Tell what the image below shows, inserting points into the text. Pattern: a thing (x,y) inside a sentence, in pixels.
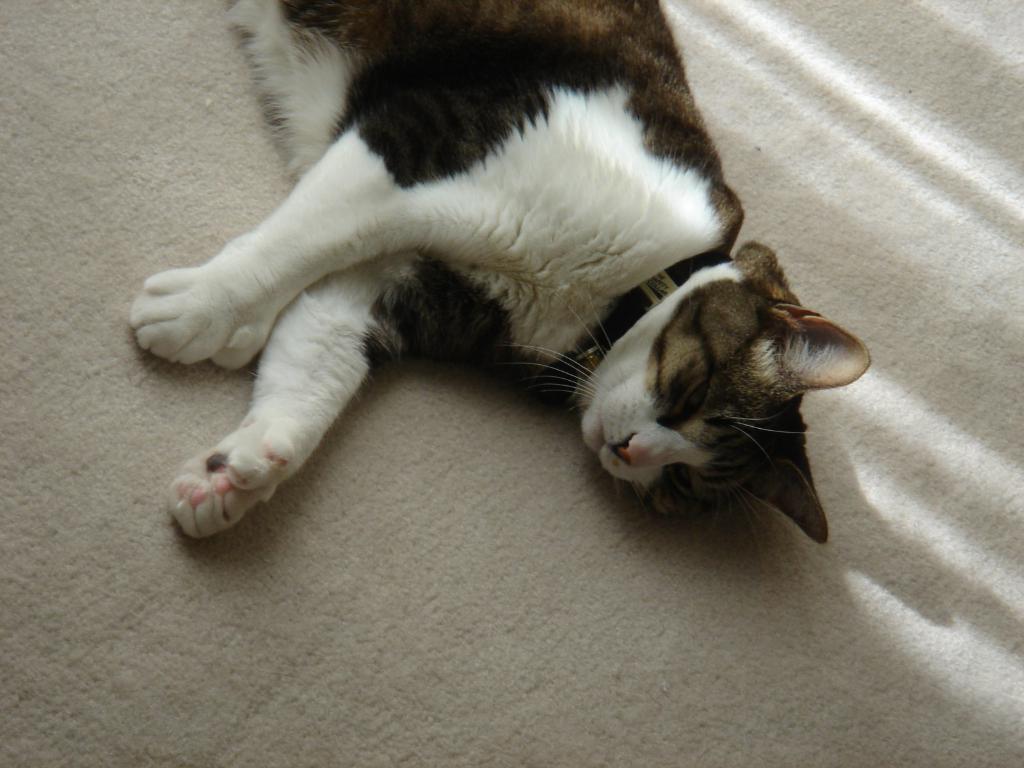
In this image I can see the cat (362,249) which is in black, white and brown color. It is on the white color surface (542,575).
